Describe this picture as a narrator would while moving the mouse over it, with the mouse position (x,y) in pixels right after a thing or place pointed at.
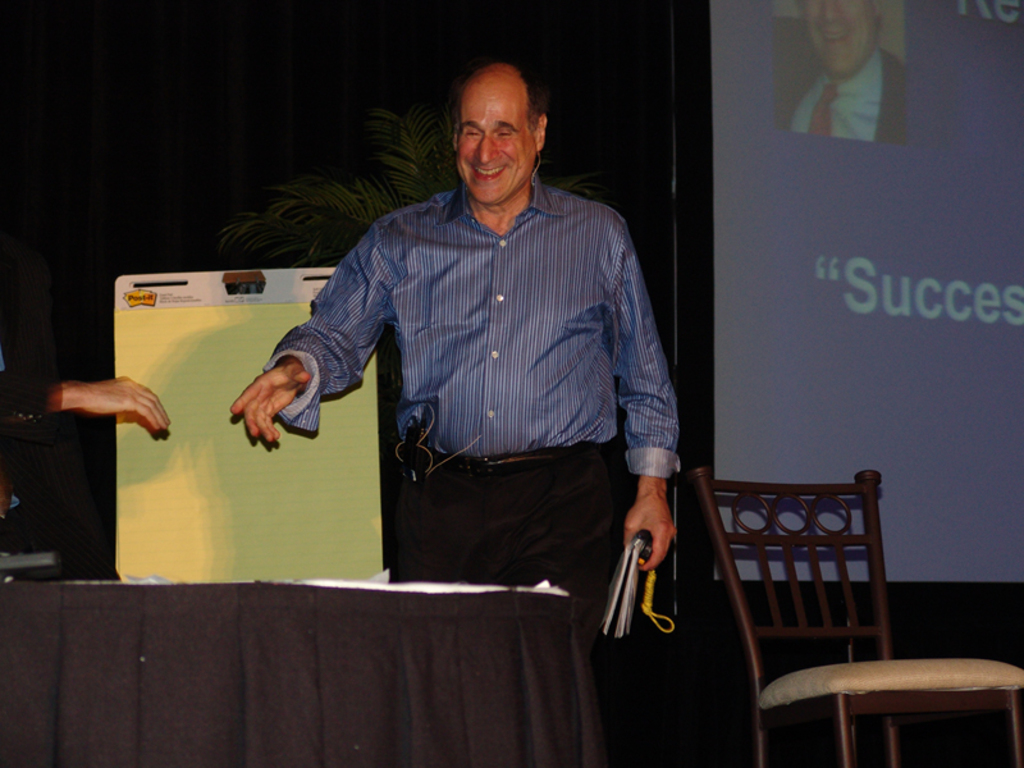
The person (499,273) is standing and smiling and there is a black table (403,663) in front of him and there is a projected image (801,219) behind him.
